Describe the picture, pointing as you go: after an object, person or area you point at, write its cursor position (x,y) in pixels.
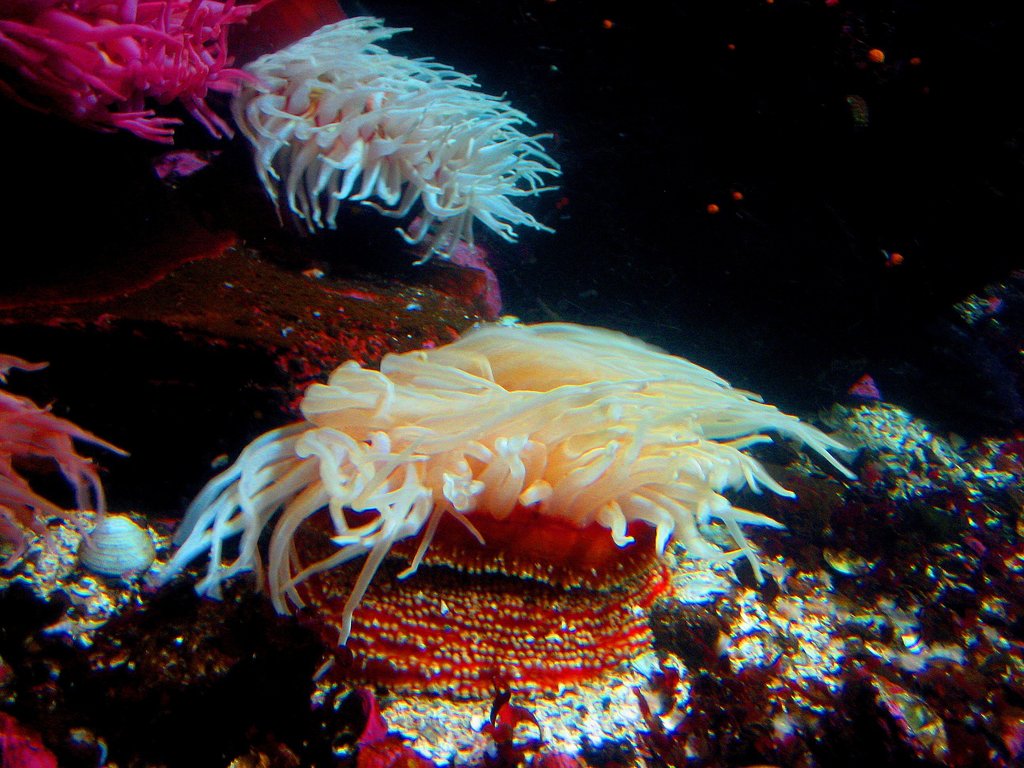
This image consists of many sea anemones (632,444) and a shell (122,551).
